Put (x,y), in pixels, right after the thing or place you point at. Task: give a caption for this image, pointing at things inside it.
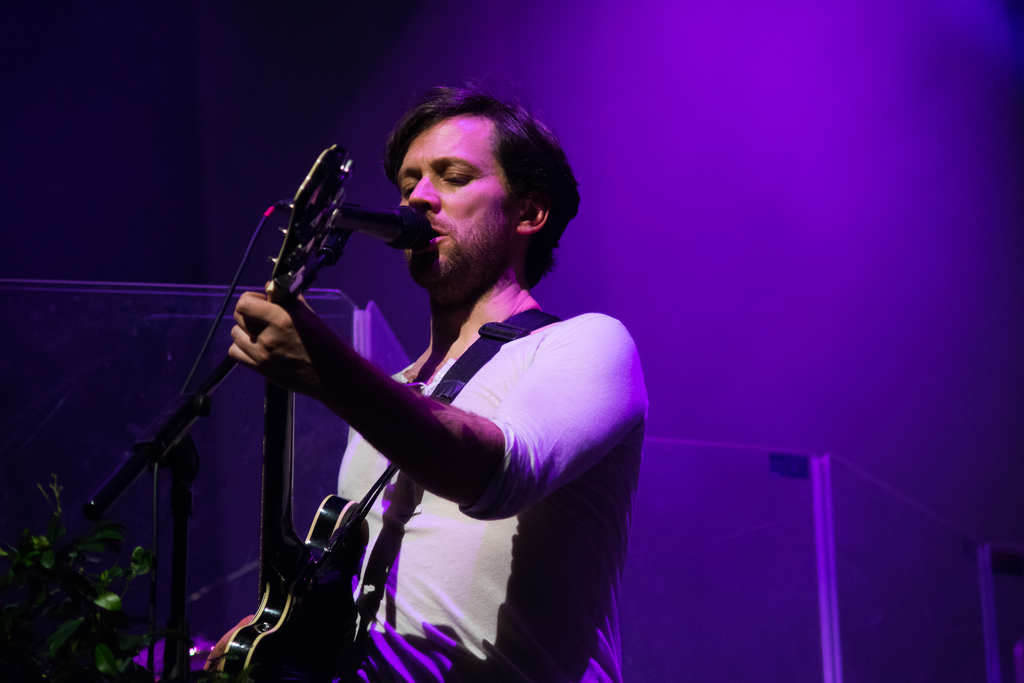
In this picture a person (598,337) is standing, singing and playing a guitar (297,577).
